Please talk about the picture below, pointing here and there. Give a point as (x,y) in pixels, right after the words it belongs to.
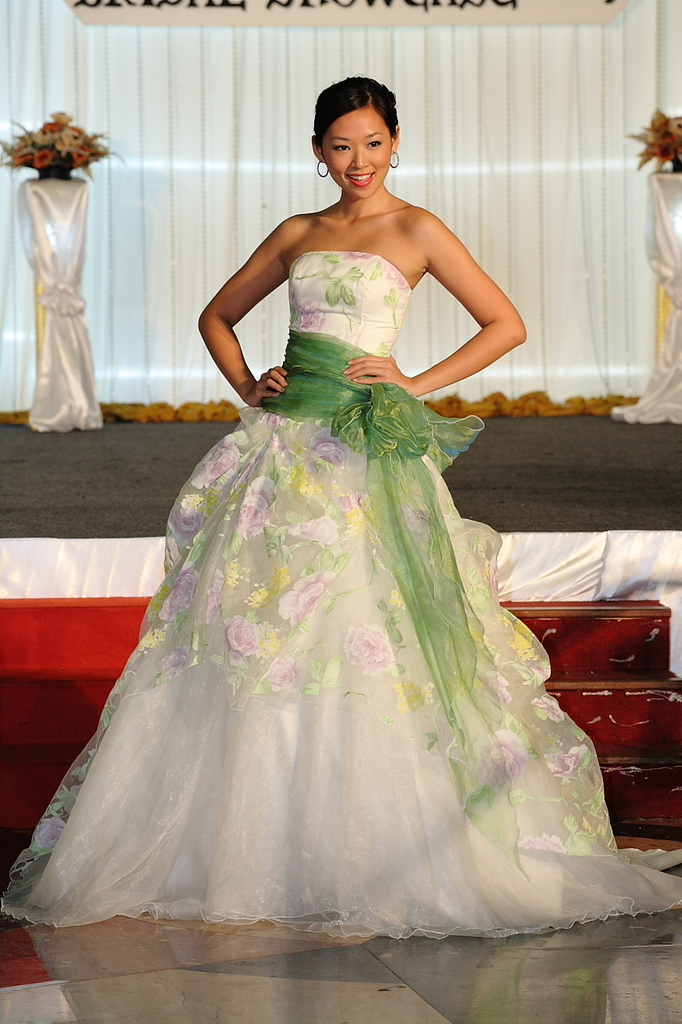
In the center of the image (293,406), we can see a lady (283,478) wearing a long frock (290,632) and in the background (612,535), there is a stage (491,473) and we can see stairs (591,642), stands (45,180) and flower vases (67,138) and there is a curtain (476,83) and we can see some text (369,4) written, at the top (457,4). At the bottom (230,980), there is floor (278,966).
